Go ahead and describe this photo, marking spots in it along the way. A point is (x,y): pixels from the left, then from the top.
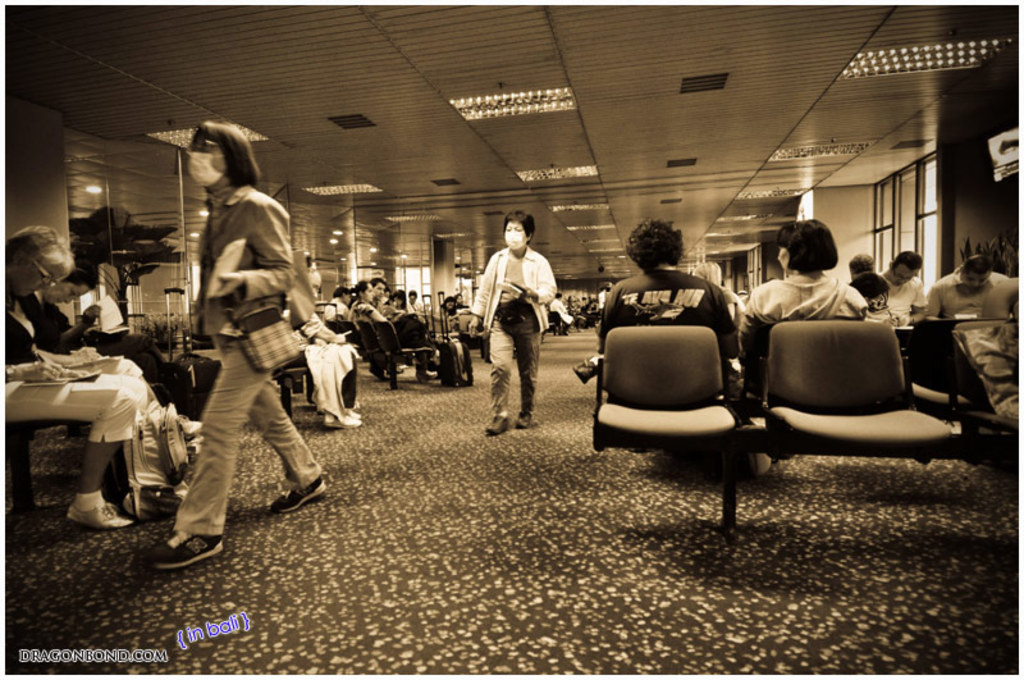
A black and white Picture. These 2 persons (248,294) are walking, as there is a leg (509,370) movement. Most of the persons (24,350) are sitting on chair (720,355).
